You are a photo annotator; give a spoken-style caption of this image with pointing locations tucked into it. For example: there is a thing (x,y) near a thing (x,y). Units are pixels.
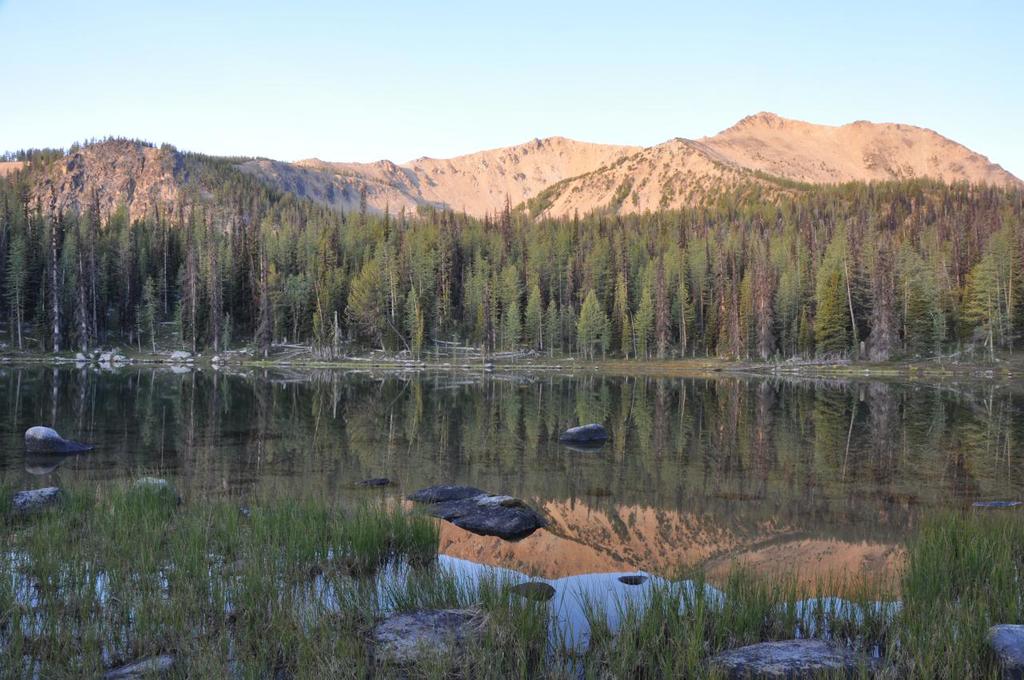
In this picture I can see the water (546,432), few rocks (493,504) and the grass (970,603) in front (115,430) and in the middle of this picture (414,288) I can see number of trees (382,264). In the background (200,179) I can see the mountains (975,171) and the sky (477,130).
